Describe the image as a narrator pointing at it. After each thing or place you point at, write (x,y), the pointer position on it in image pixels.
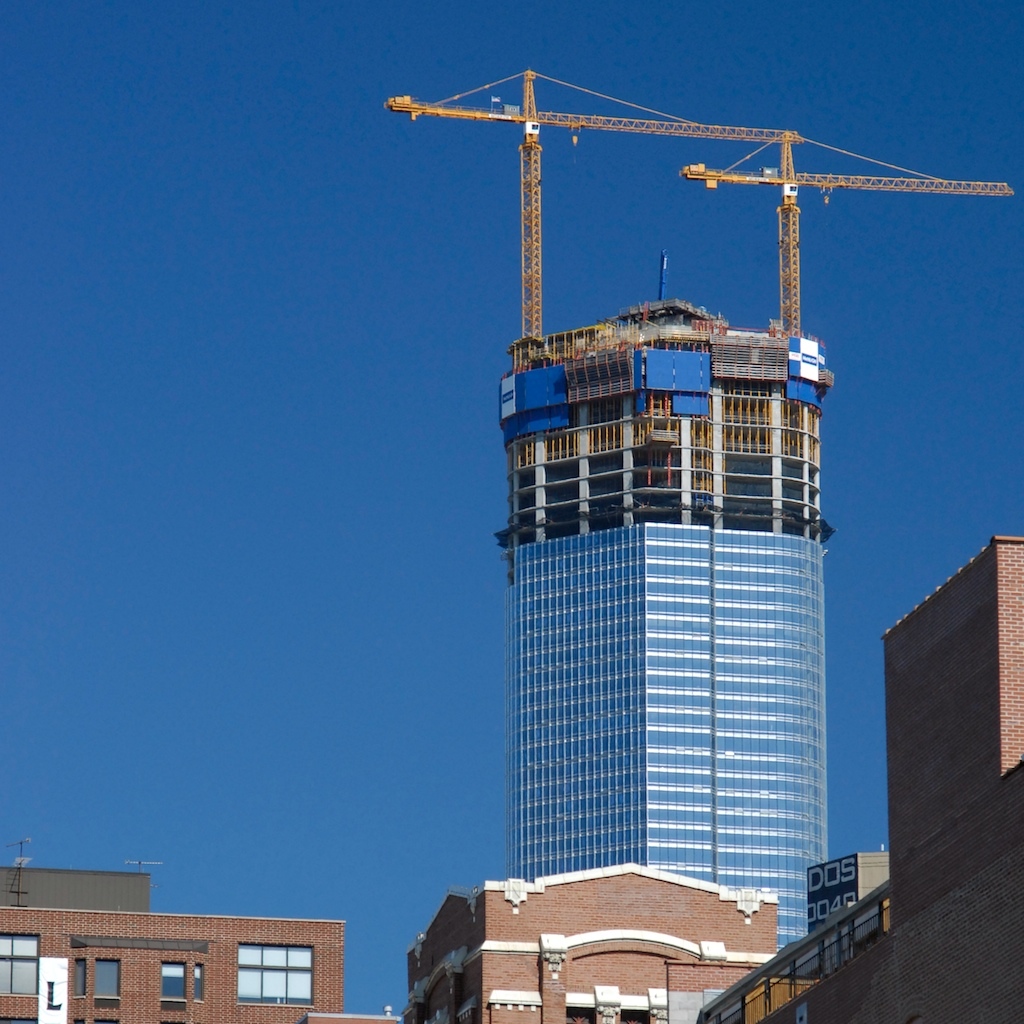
In the image we can see there are buildings (555,928) and there are two cranes (700,132) kept on top of the building (578,482). There is clear sky (281,500) on the top (249,288).
